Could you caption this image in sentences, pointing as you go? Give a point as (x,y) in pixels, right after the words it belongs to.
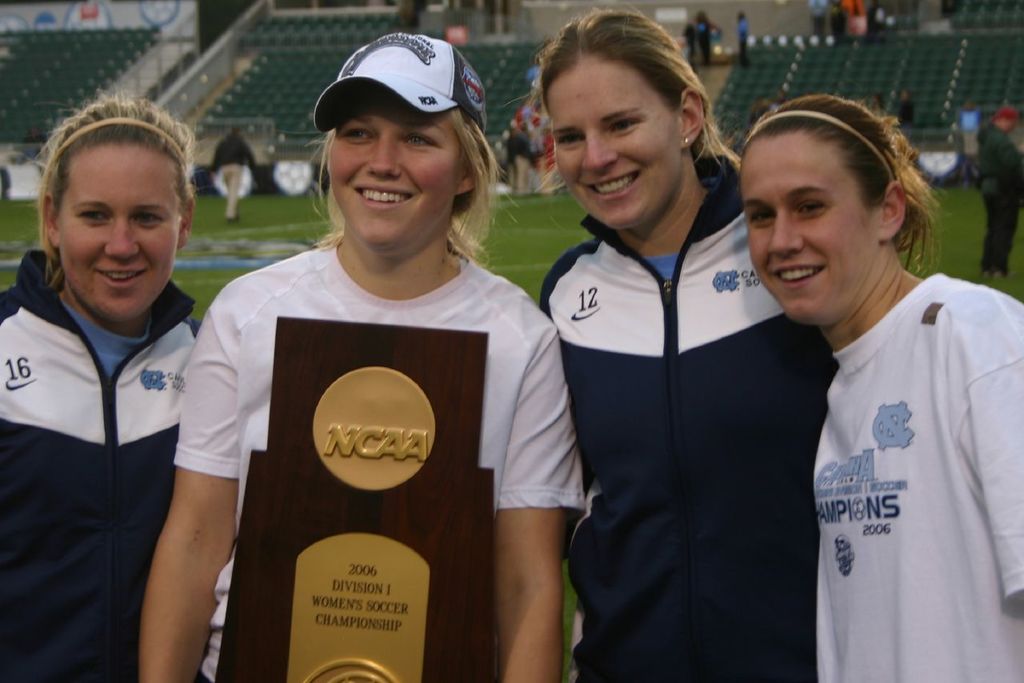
In the middle of the image (462,286) few women (484,137) are standing, smiling and she is holding a cup (303,348). Behind them few people (1017,157) are walking, standing and we can see stadium (769,55).
